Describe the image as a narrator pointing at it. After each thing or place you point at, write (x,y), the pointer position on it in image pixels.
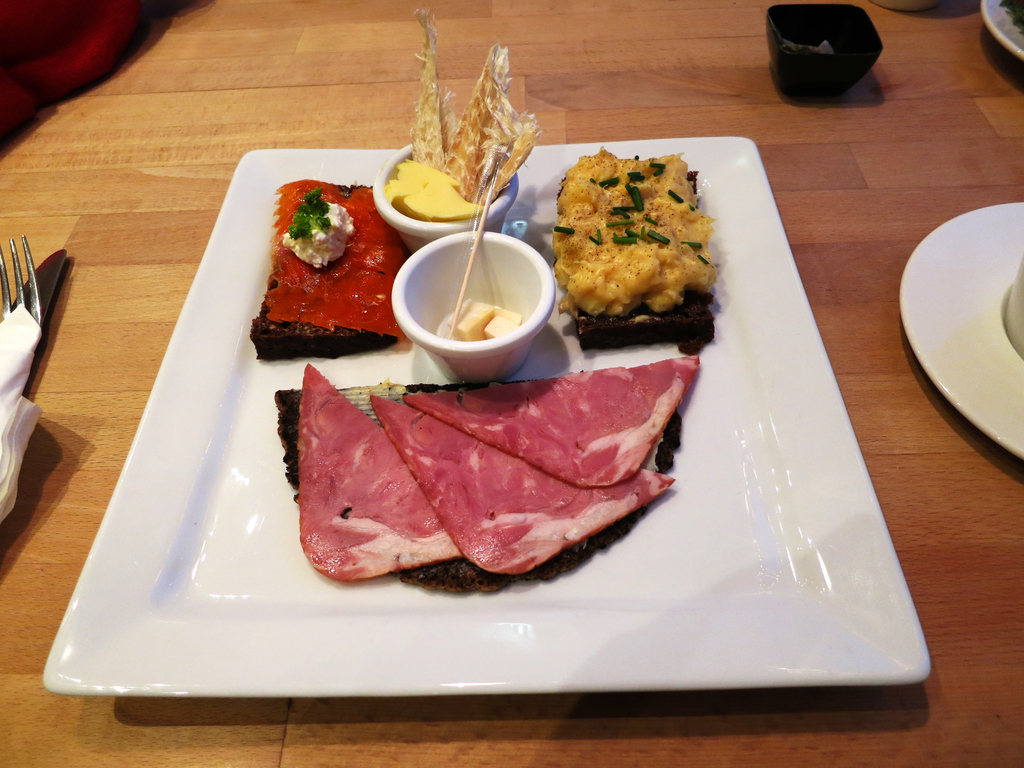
There are food items (288,198) in a tray (699,407) in the foreground area of the image (648,338), there are plates (967,266), a fork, a knife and tissues (16,343) on the table (39,558).
